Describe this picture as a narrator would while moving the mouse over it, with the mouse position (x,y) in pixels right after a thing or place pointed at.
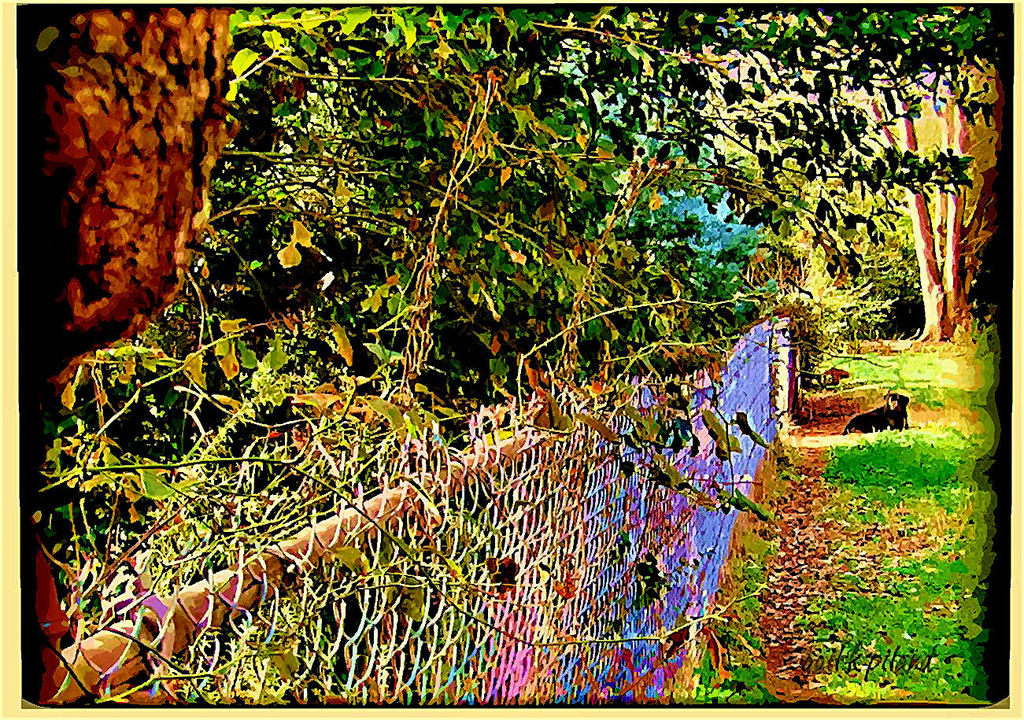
This looks like a painting. Here is a dog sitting on the grass (923,461). I can see the fence (377,647). These are the trees (361,243) with branches (584,323) and leaves (634,296).
